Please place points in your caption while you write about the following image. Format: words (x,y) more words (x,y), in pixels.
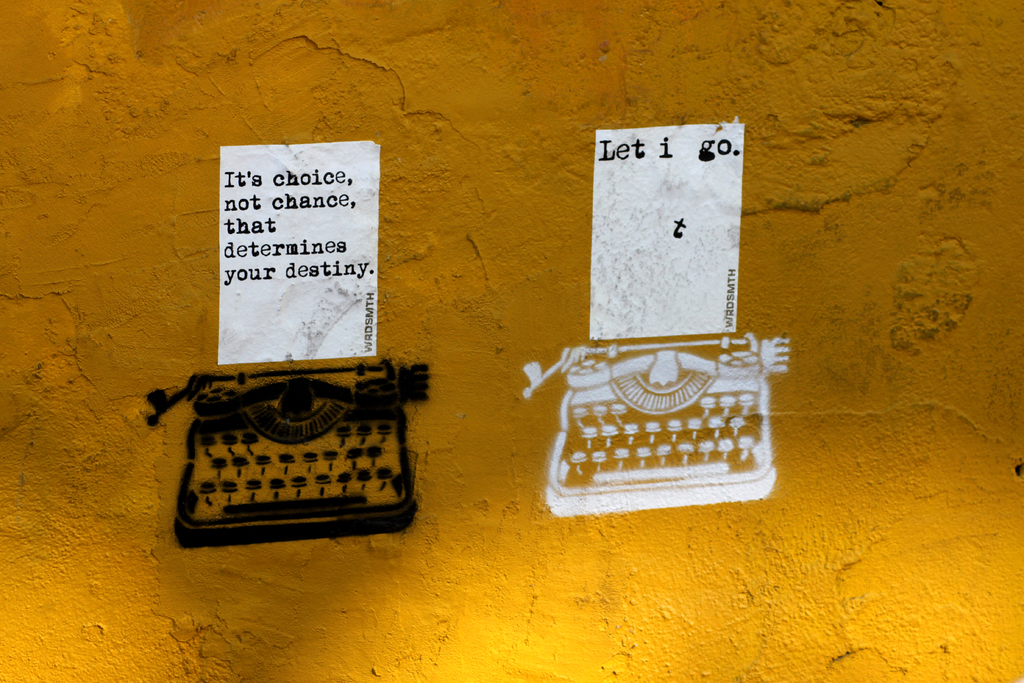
In this picture, we see a yellow wall (451,470) on which two white posters (272,249) are pasted. We see some text (320,250) written on the posters (600,229). Below that, we see the drawings (293,468) in the black and white color are drawn on the yellow wall (98,336).
